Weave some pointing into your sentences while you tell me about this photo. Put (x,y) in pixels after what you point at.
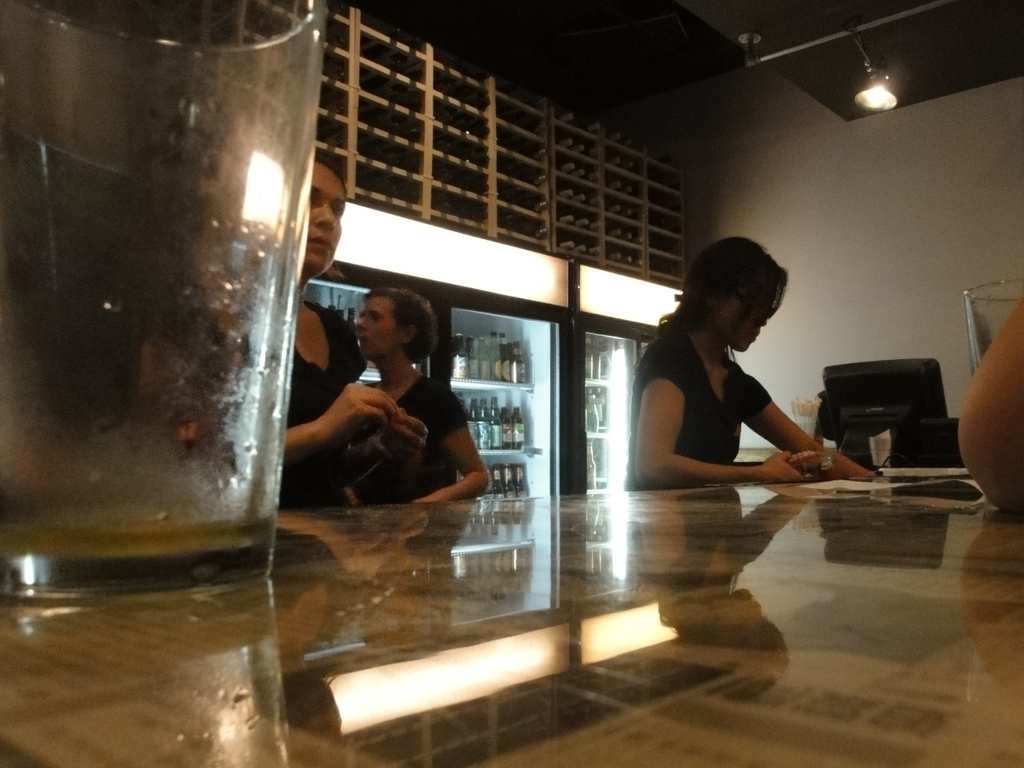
The image is inside the room (651,323). In the image there are group (697,403), of people (418,340) standing in front of a table (724,555), on table (693,647) we can see a glass (248,475). In background (479,346) we can see fridge (507,341) with some bottles (494,354) and a wall (780,236) which is in white color, on top (874,85) there is a roof (852,59) and a light (888,89).
